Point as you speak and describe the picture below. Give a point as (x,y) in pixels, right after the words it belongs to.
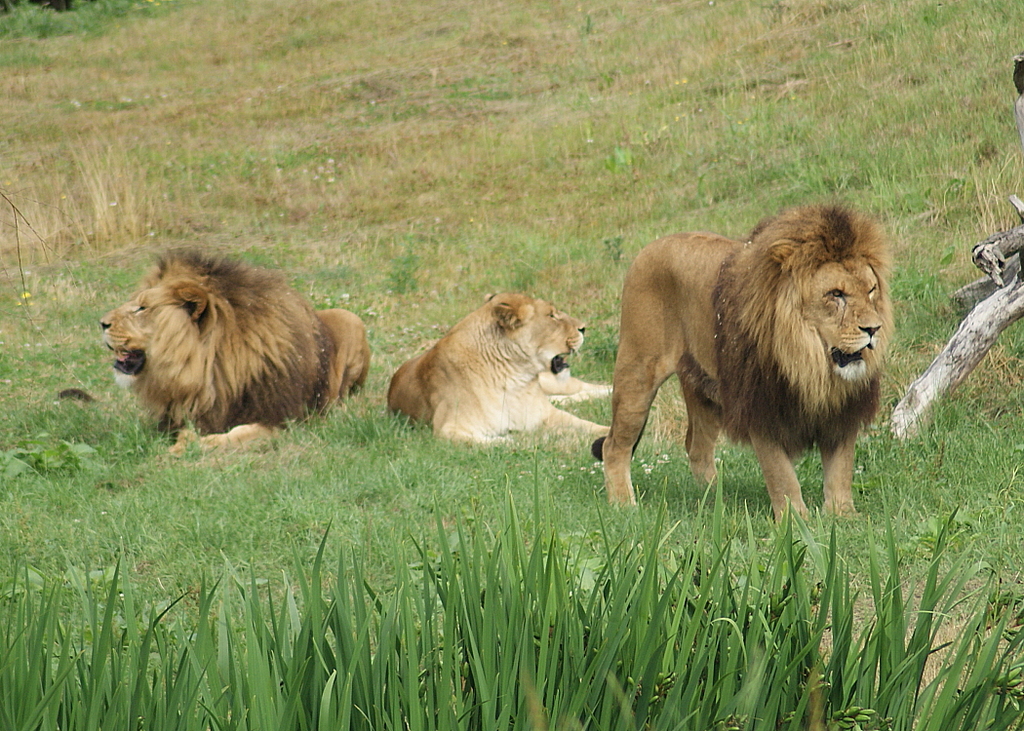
There are two lions (343,394) sitting and one lion (733,389) standing. This is the grass (444,487). This looks like a branch (993,306) of the tree (1006,270). I think these are the plants (769,637).
